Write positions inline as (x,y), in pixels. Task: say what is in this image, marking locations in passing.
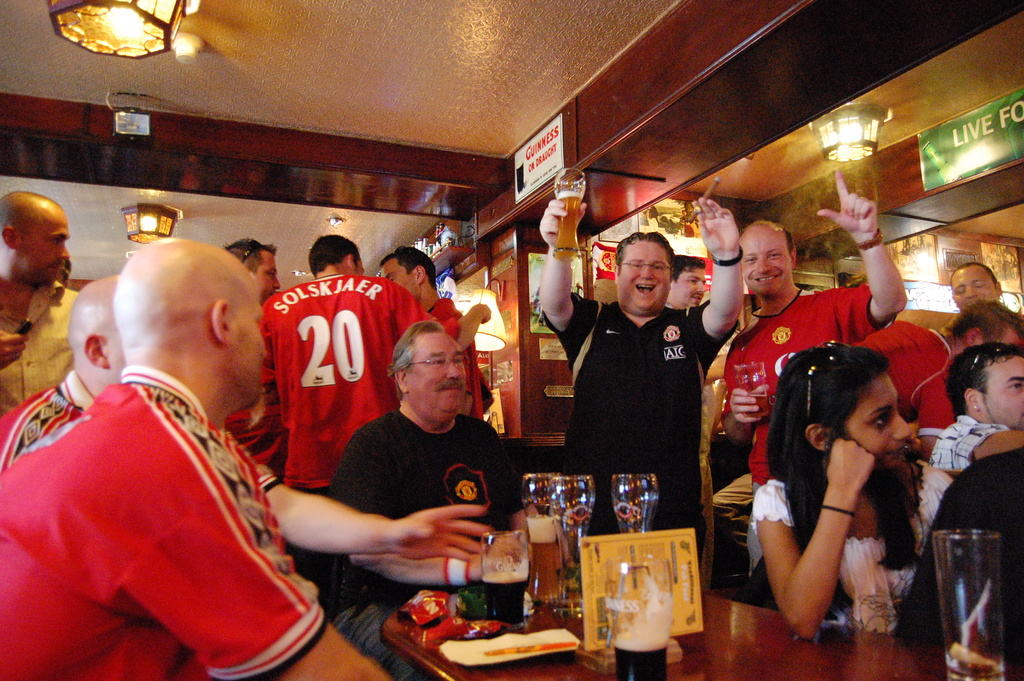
In the image we can see few persons (777,431) were sitting on the chair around the table (453,677). On table (417,646), we can see glasses (632,496), paper (651,542), cover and tissue paper (556,637). In the background (988,154) there is a wall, light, sign board (985,165) and group of persons (565,300) were standing and they were smiling.
